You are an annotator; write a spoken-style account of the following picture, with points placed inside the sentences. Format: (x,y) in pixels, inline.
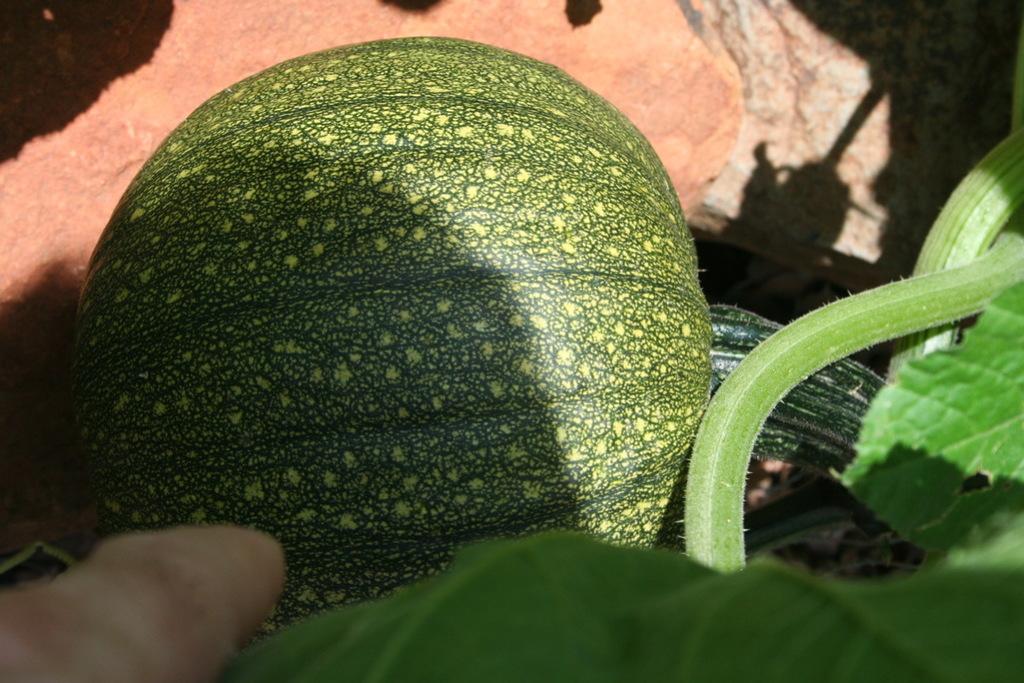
In this image we can see a fruit (419,316) to the plant (1013,386). In the background (34,98) we can see the ground (521,49).
